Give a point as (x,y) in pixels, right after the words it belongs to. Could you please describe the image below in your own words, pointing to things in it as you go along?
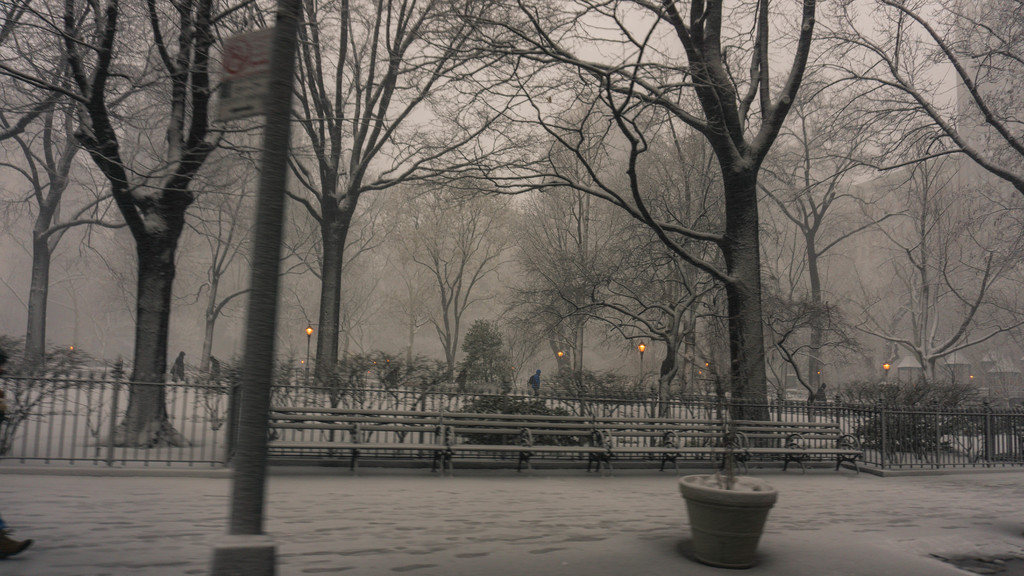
This is the picture in the city. We can see in the background (747,252) there is trees (388,181), chairs (620,425) and a flower pot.
